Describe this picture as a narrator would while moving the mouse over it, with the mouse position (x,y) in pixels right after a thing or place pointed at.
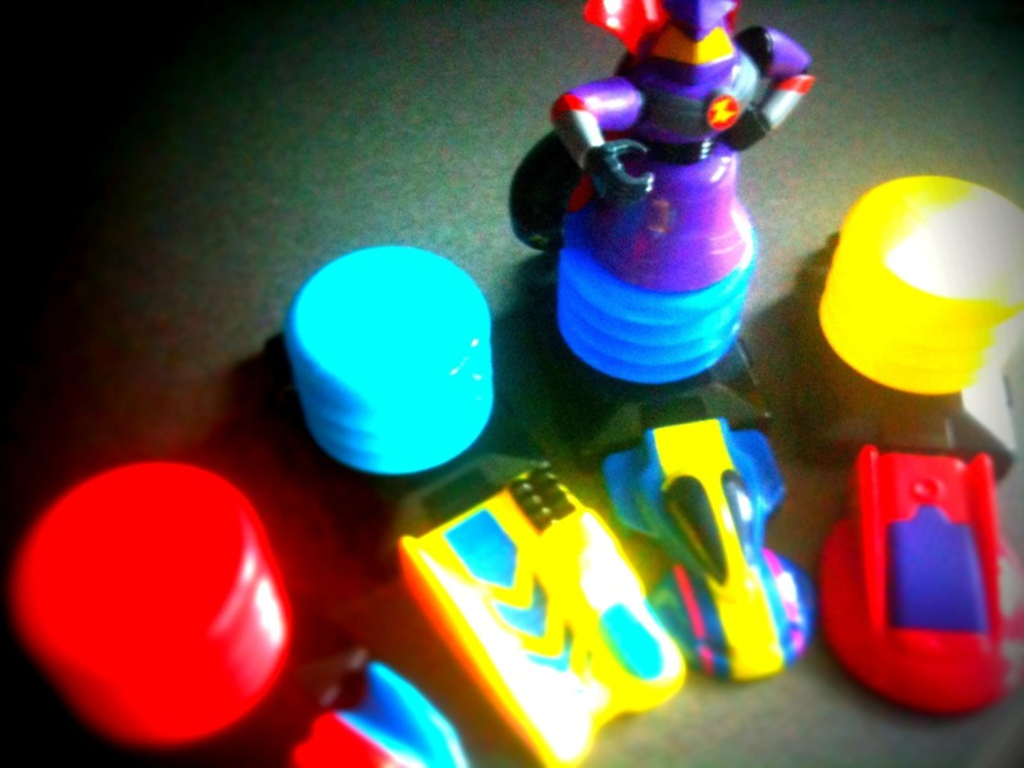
In this picture, it seems to be there are toy cars (681,618) and other toys (471,438) in the image.
